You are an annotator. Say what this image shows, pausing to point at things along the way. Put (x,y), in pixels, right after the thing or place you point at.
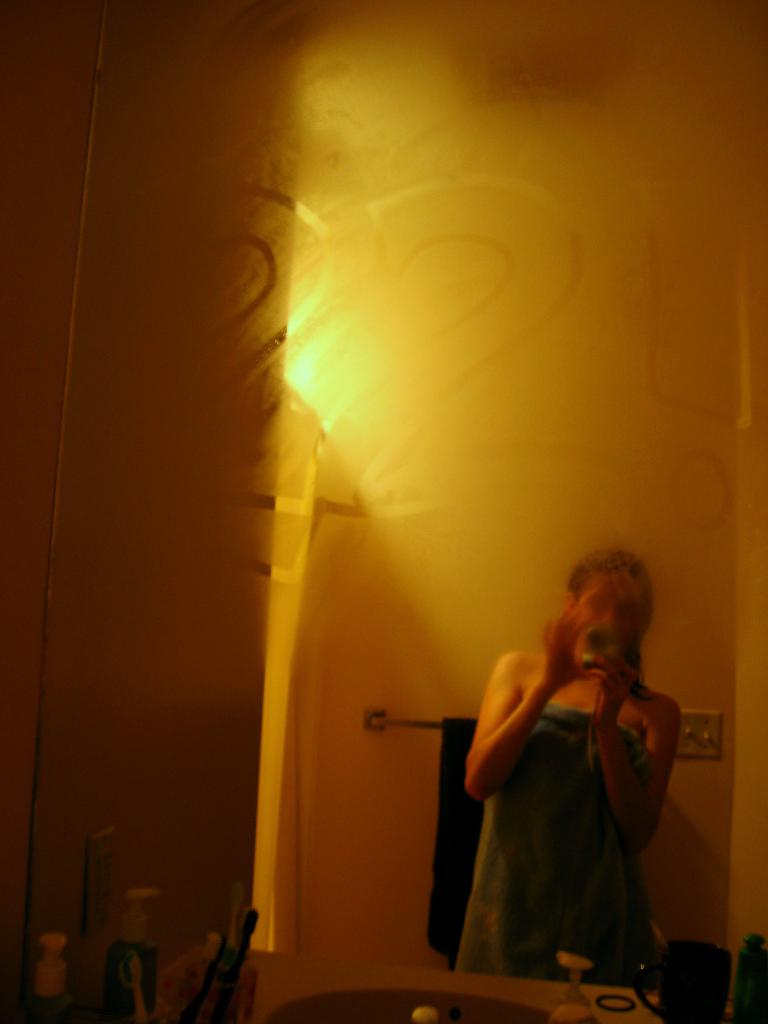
In this image, we can see person reflection (531,665) on the mirror (366,360). There are bottles (114,945) and brushes (211,965) in the bottom left of the image (233,977). There is a sink basin (441,997) at the bottom of the image (494,999). There is a cup (698,978) in the bottom right of the image (698,978).
